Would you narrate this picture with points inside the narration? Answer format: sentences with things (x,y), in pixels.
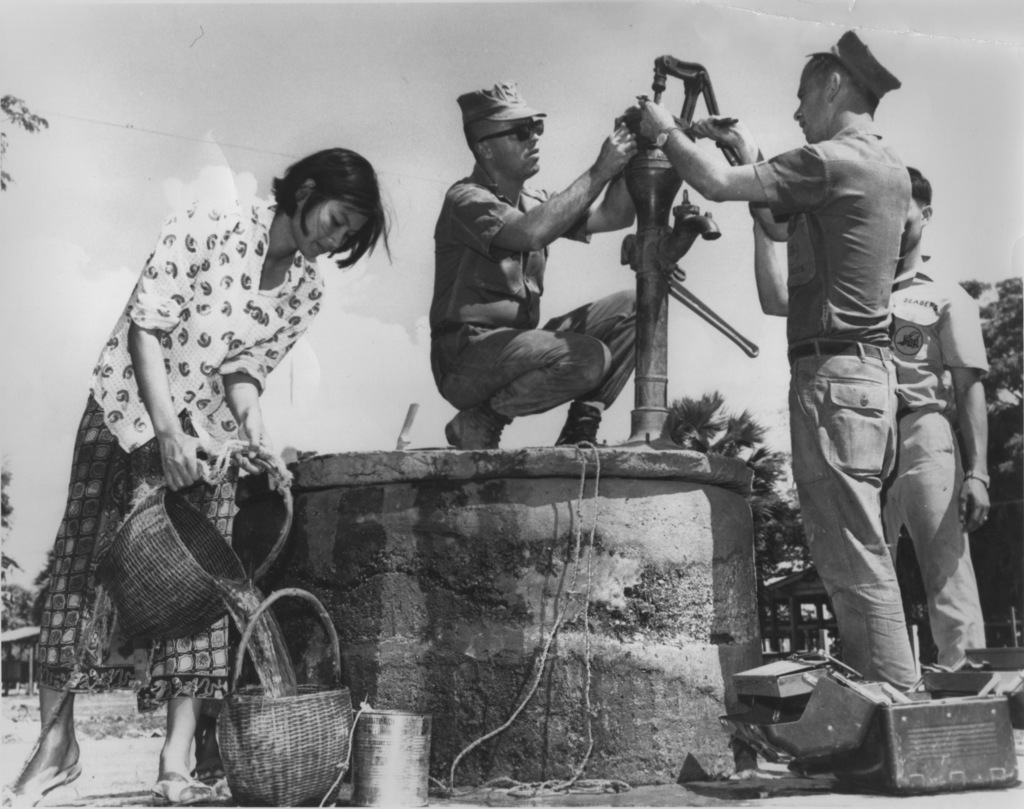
In this picture we can see a hand pump (656,79) on a platform (351,469), baskets (200,567), water (258,650), caps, goggles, trees (911,573) and some objects (771,681) and a group of people (895,480) standing and in the background (786,335) we can see the sky (401,353).
